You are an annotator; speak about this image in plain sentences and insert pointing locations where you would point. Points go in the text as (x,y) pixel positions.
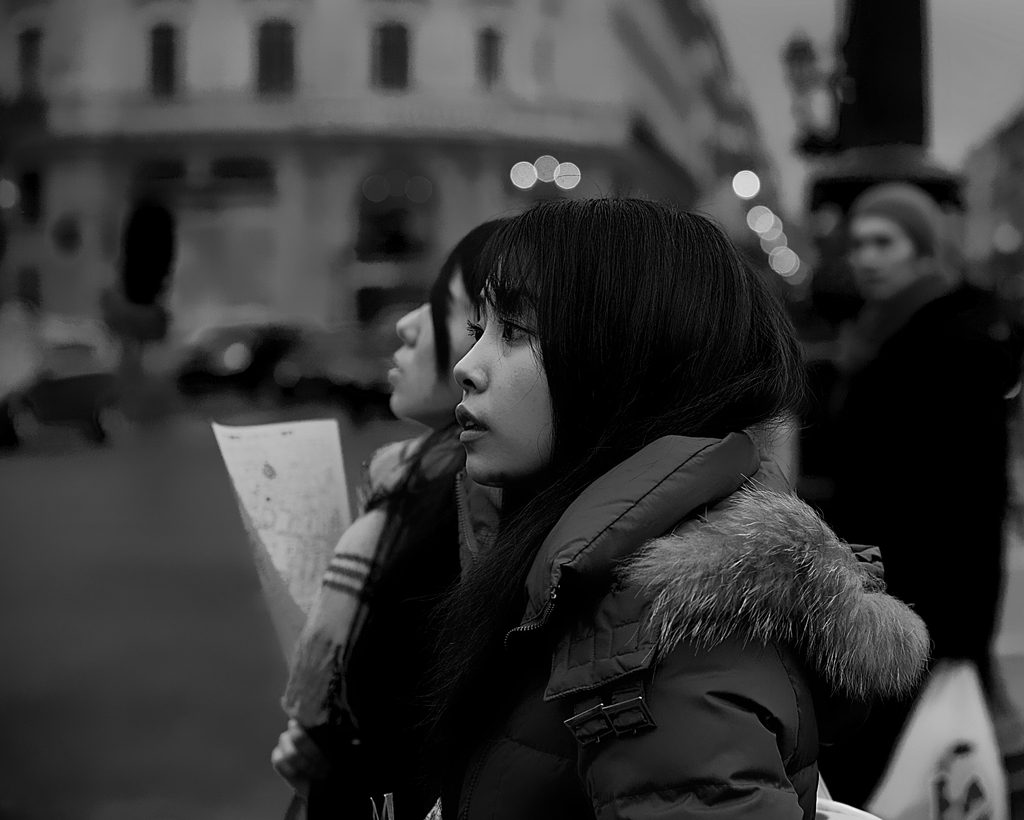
This is a black and white picture. I can see three persons (483,244), building (572,47), and there is blur background (1006,204).
